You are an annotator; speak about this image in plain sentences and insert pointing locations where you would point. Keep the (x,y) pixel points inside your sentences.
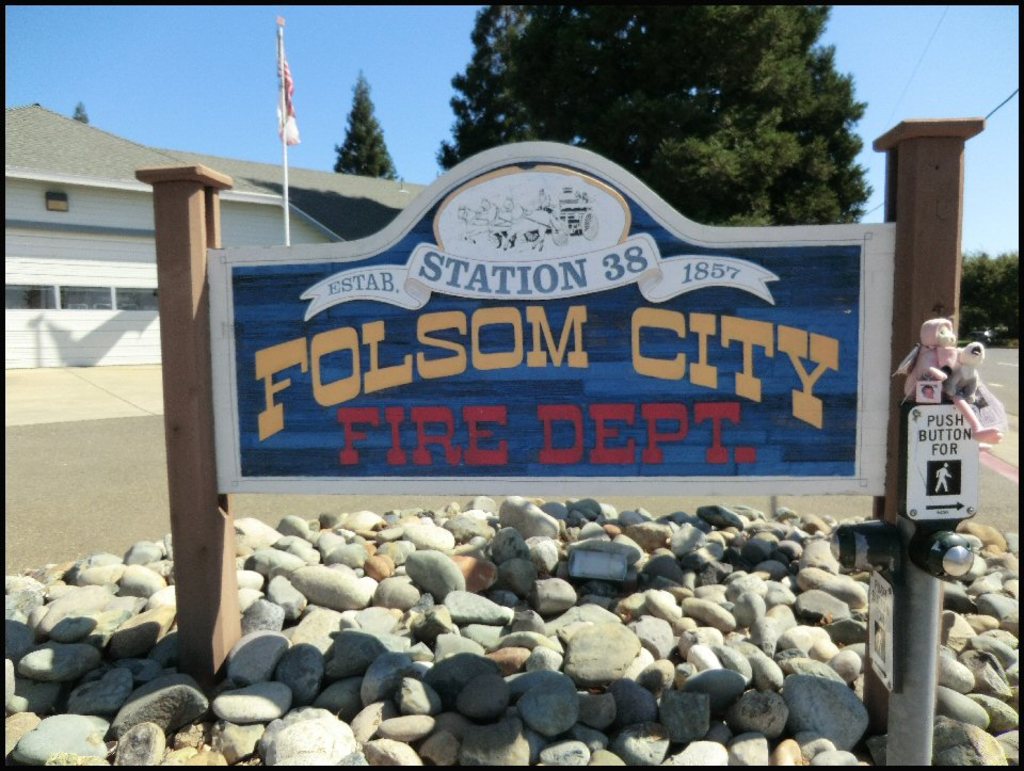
In this image we can see the sign board (400,327) placed above the rocks (384,637) on the road (292,513). In addition to this we can see buildings (58,196), trees (353,106), sky (346,104), flag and a flag post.
